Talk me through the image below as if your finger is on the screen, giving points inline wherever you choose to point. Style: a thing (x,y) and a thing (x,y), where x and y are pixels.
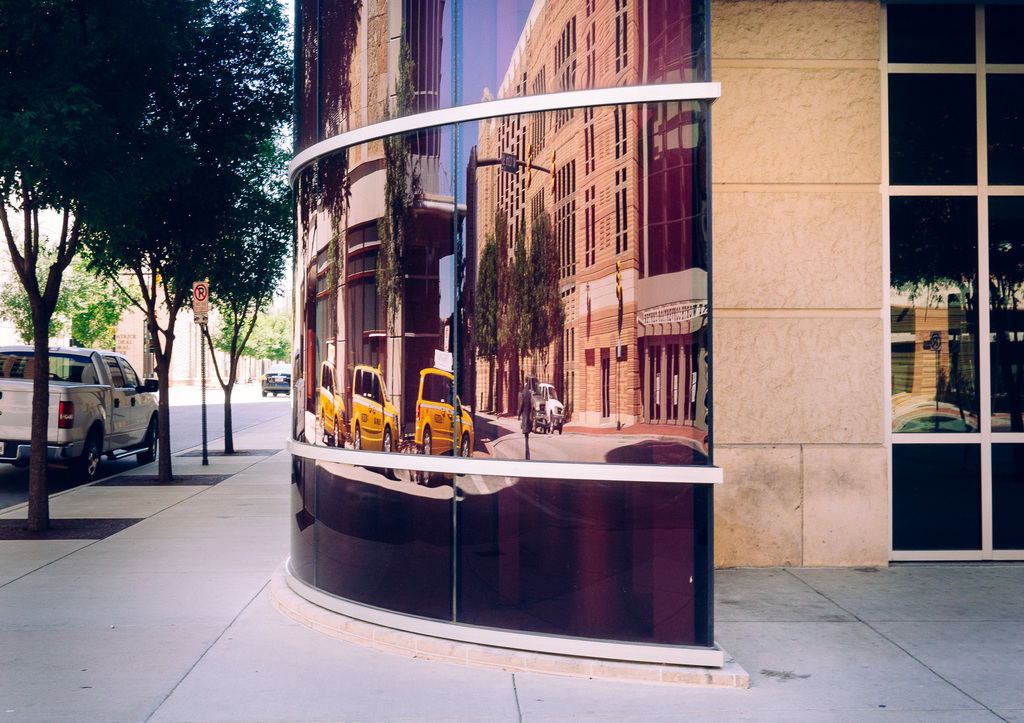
In this image we can see buildings (589,341), cars (103,406), trees (228,387), road (183,398), sign board (202,288) and sky (291,32).
